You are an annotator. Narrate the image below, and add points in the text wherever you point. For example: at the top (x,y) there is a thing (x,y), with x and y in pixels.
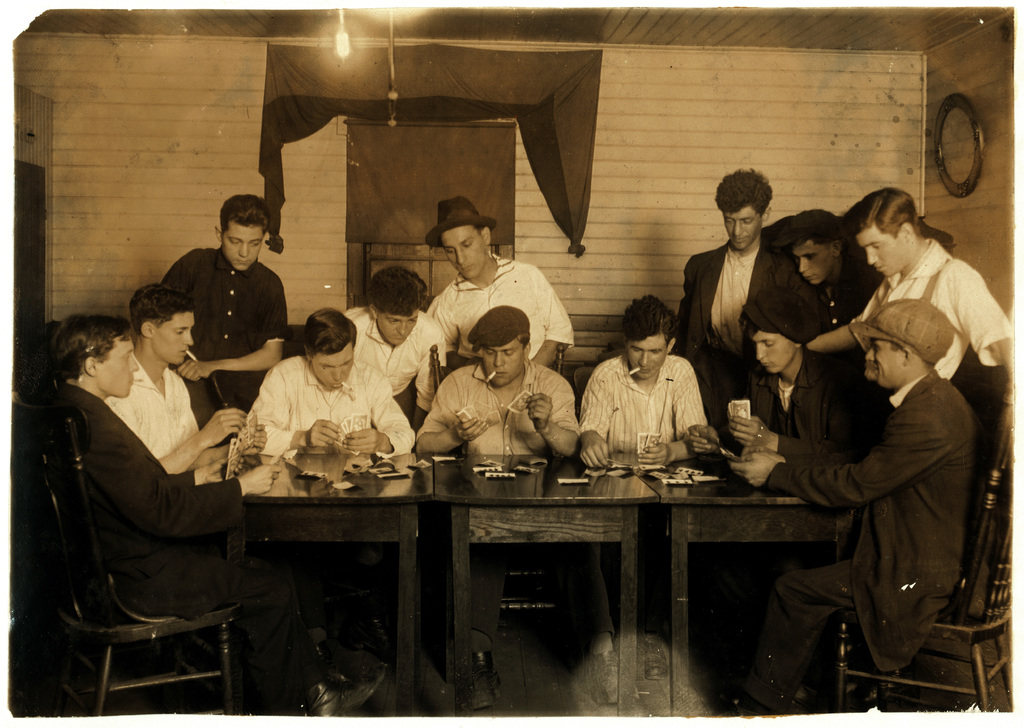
In this picture there are group of men (449,391) sitting in the chair (582,392). There are cards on the table (603,478). there are other group of men (938,265) who are standing. There is a light (344,49). There is a mirror (958,184) on the wall (977,189).
